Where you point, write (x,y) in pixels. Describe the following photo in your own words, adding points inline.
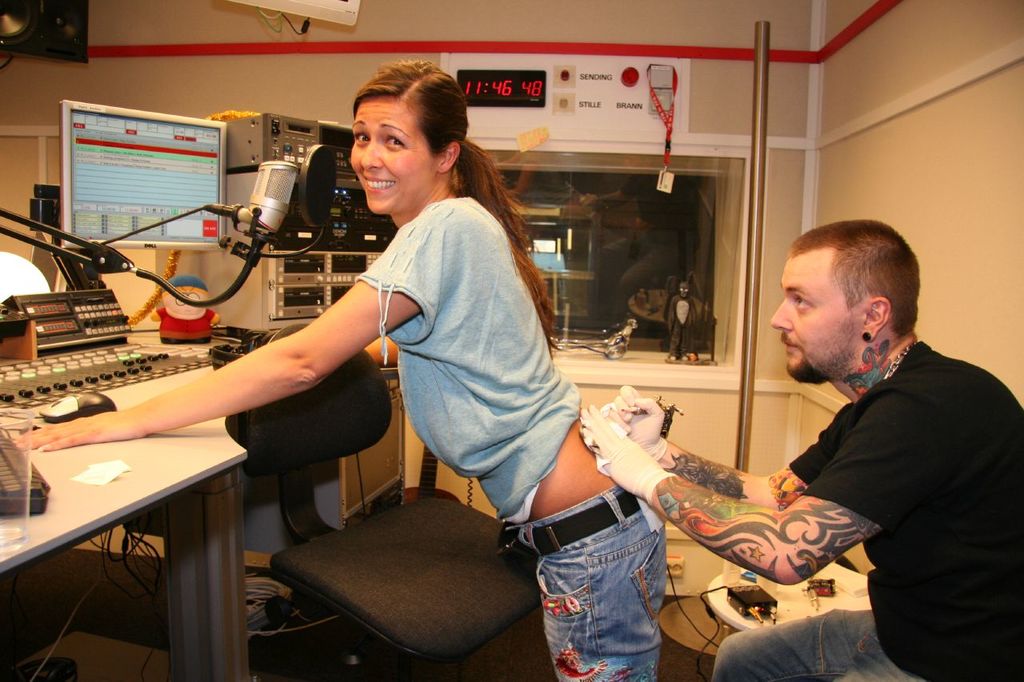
In the center of the image (400,253) we can see a woman (490,317) standing beside a table (214,427) containing some devices (14,497), a doll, statues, ribbon (137,321), and a monitor (195,242) on it. We can also see a chair (306,468), some wires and a mic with a stand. On the right side (976,606) we can see a man (949,637) sitting holding an object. We can also see a table (729,611) beside him containing some objects (768,611) on it. At the top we can see a digital screen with some buttons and a speaker box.
